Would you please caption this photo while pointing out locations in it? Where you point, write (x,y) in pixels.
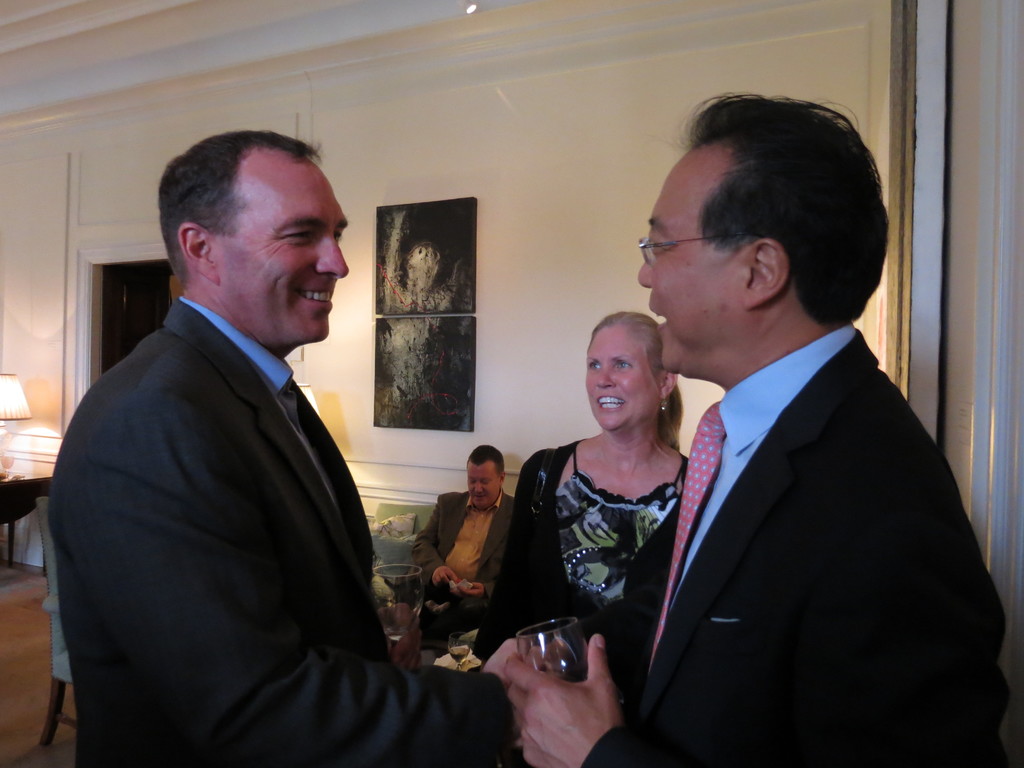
In this image I can see there are two men (369,545) greeting each other and there are two photo frames (415,216) placed on the wall (33,376), the man (833,753) is holding a glass (556,637). There is a lamp (19,416) in the background (29,480) on the table (25,477).
